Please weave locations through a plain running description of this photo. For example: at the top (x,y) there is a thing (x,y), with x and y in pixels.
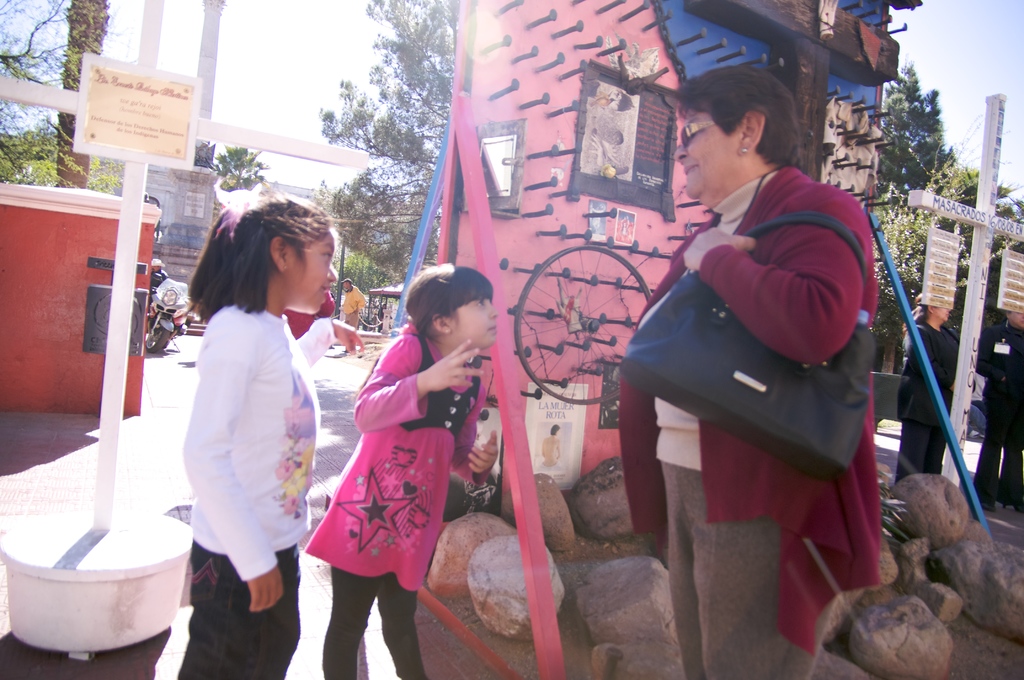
There is a lady (736,436) wearing bag (775,430) and specs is standing. Near to her two children (252,452) are standing. On the ground (564,581) there are rocks (578,506). Also there is a wall (544,116) with nails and many other things (768,23). There are poles (932,394). On the left side (164,105) there is a board (135,120) with poles (120,313). In the back (961,164) there are trees (881,140). Also there is a motorcycle (162,327). And there is a wall (58,283). In the background (278,63) there is sky (905,45).
